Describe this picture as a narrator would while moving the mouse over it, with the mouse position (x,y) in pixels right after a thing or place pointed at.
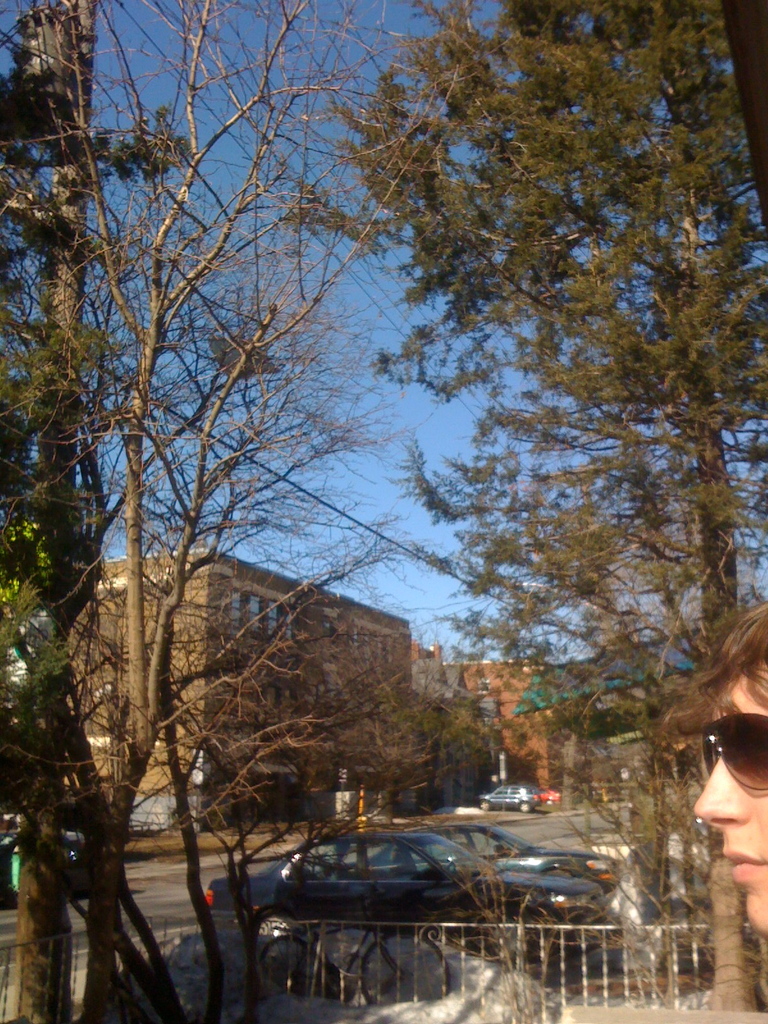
In this image I can see vehicle (409,864) on the road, the right I can see a person face (723,825), background (714,615) I can see trees (721,622) in green color, building (229,577) in brown color, sky (322,303) in blue color.
